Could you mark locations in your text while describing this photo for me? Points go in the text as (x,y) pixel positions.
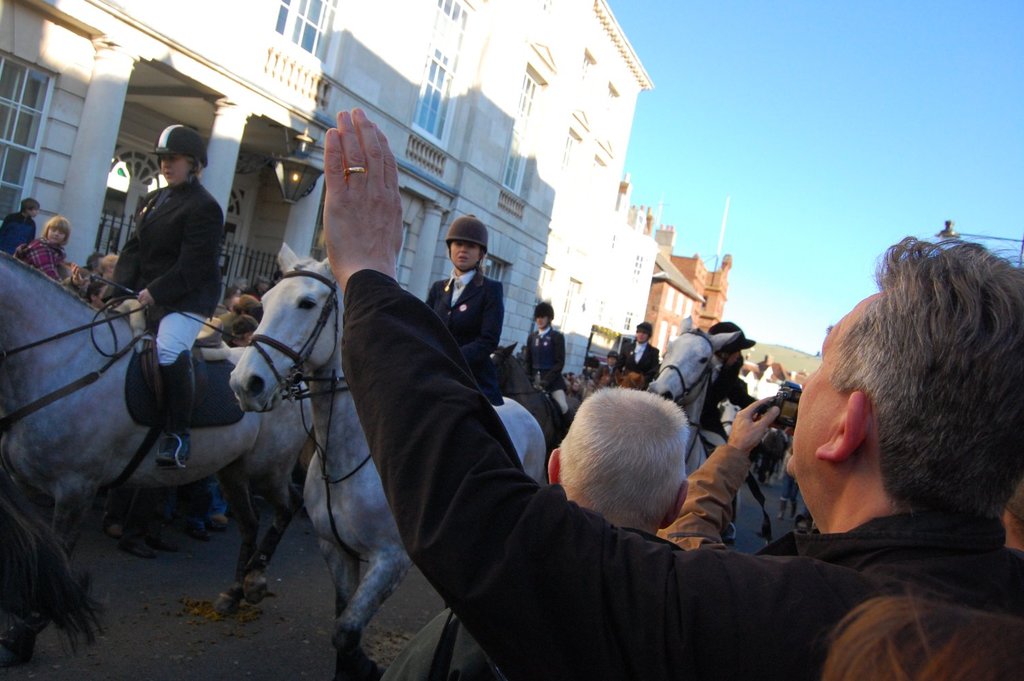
In this picture we can see a group of people (347,312) where some are standing and looking at people (166,202) on horse (230,350) riding it where they wore helmets (198,134) and in background (505,148) we can see building (173,16), lamp (312,168), sky (714,155), grass (785,358).
